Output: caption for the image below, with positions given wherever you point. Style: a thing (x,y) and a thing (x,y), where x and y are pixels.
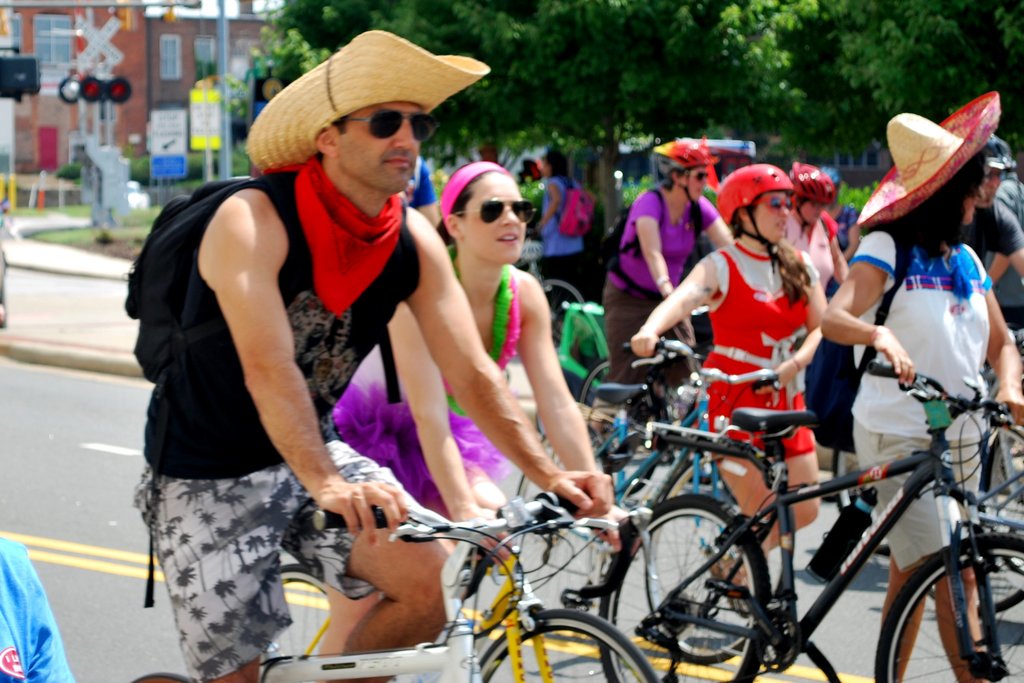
In this image I can see the group of people (463,460) with the bicycles (545,516). I can see few people (722,277) are wearing the hats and helmets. In the background (560,253) I can see few more people (549,273), many trees (452,164), poles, boards (158,166) and the buildings (43,32).
